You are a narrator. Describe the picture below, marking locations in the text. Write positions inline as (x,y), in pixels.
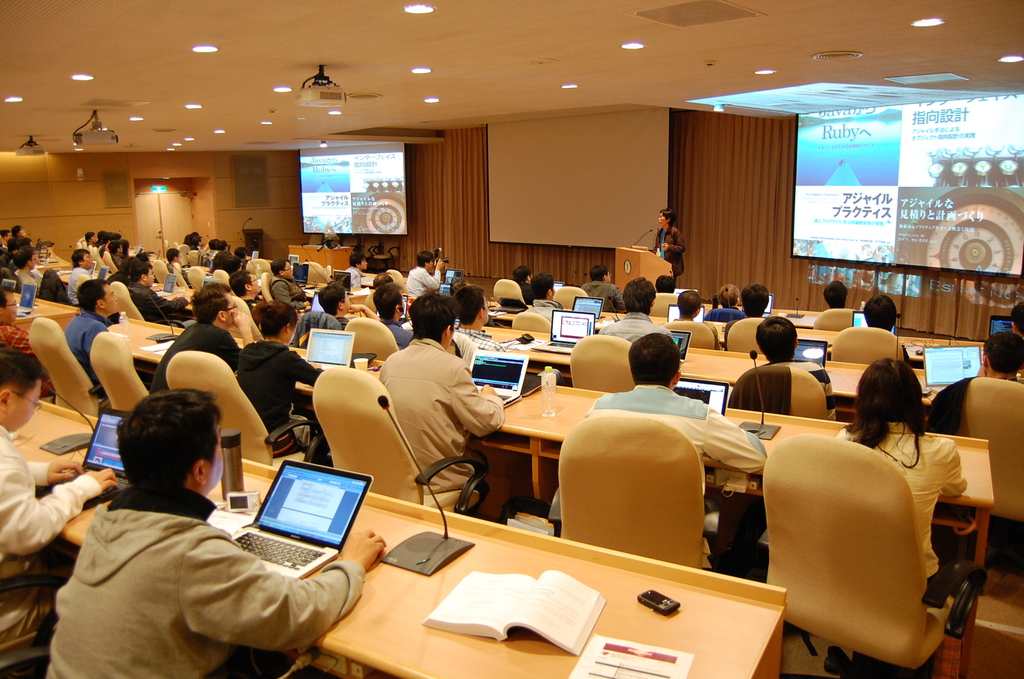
As we can see in the image there is a screen (971,211), many people (249,290) sitting on chairs (346,435) and there is a table (697,628). On table (695,612) there is a laptop (346,524), mic (457,544), mobile phone (676,607) and books (473,625).
